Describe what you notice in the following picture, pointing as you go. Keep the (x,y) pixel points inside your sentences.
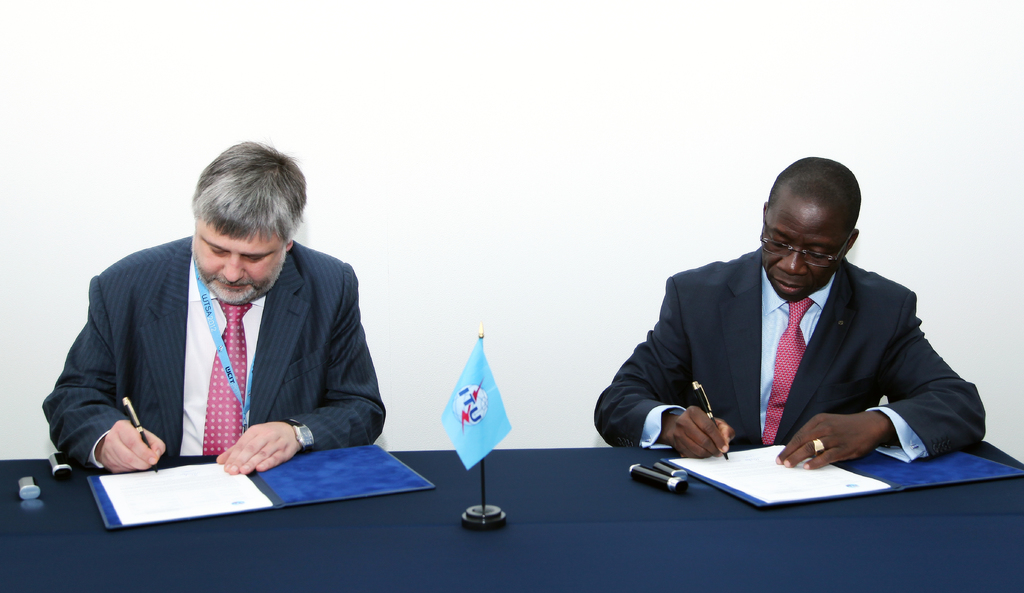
In this image I can see two people (328,353) are sitting and holding pens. I can see a flag (480,377), files (334,467), papers (229,486) and few objects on the table (708,502). Background (592,179) is in white color.
